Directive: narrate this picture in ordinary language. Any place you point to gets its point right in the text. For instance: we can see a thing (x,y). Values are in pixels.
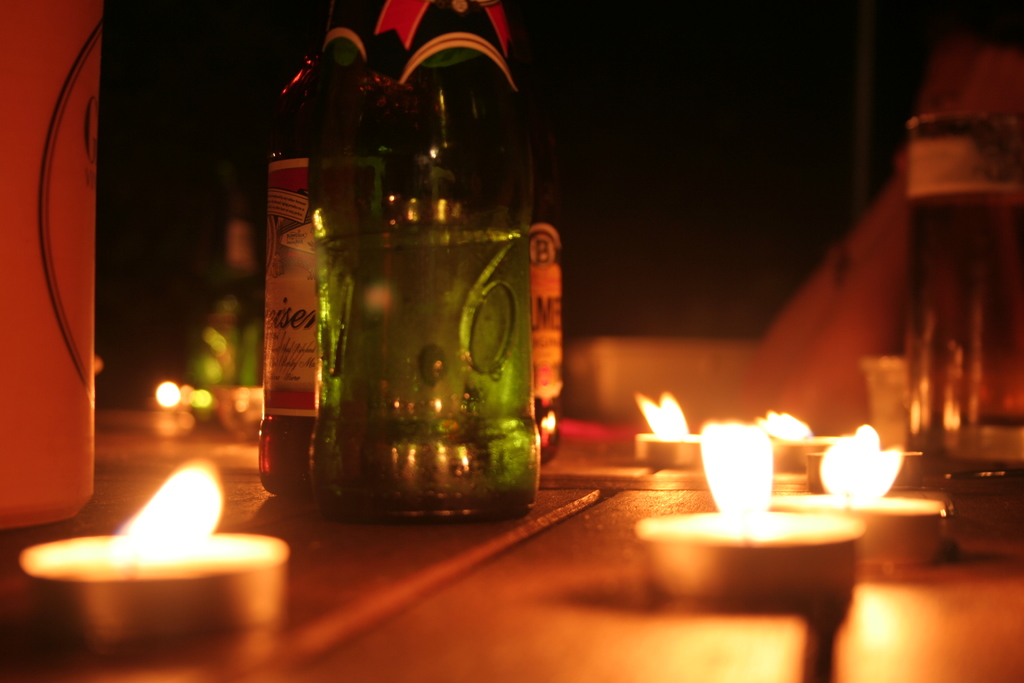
In this picture I can see tea lights (706,519) and bottles (354,26) on the table (947,647), and there is blur background (701,173).
